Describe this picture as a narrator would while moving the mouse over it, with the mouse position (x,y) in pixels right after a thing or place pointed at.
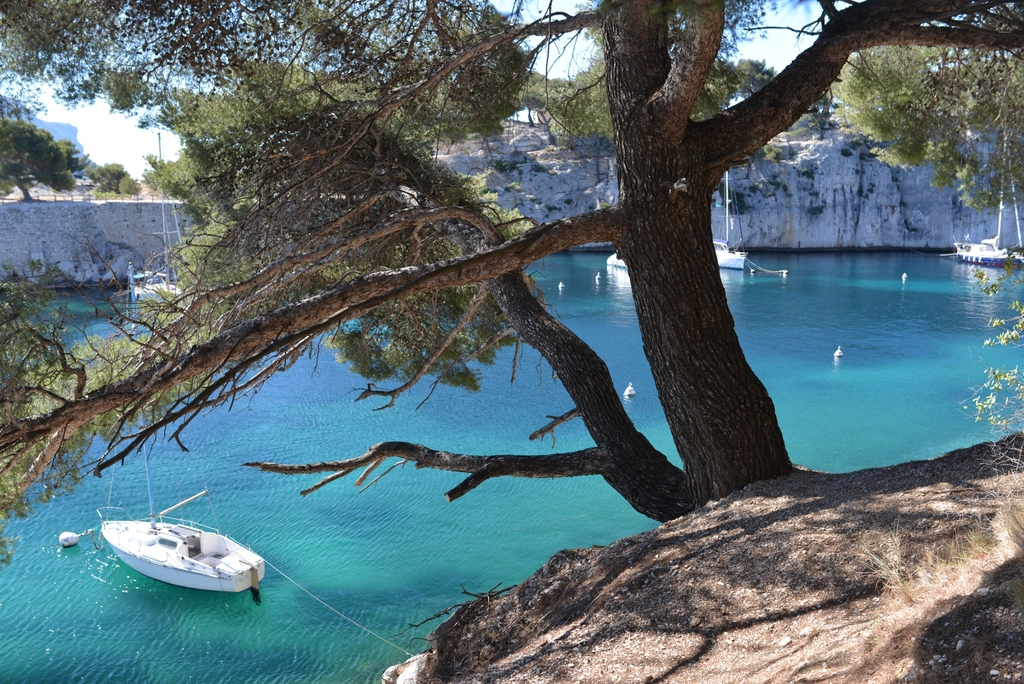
In this picture we can see boats (182,560) on water (549,504), trees (184,343) and in the background (563,5) we can see the sky (84,139).
